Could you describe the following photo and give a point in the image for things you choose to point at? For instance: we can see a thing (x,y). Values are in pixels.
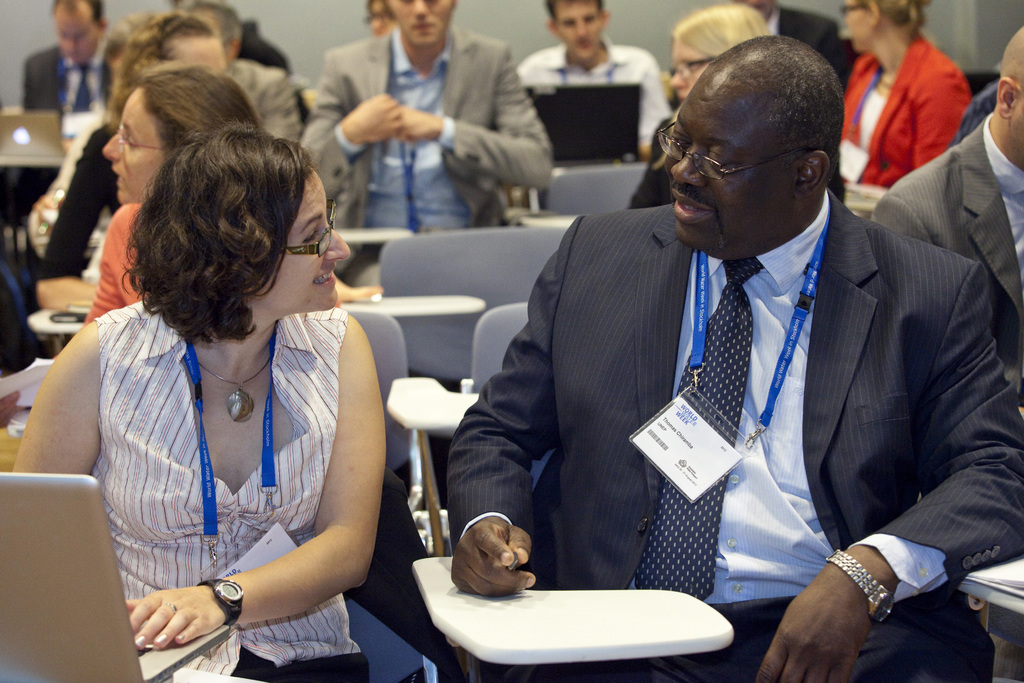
In this image there are group of persons (569,359) sitting in the chairs (495,364) discussing about something at the left side of the image (293,474) there is a woman (239,536) wearing white color dress (296,449) talking to the person (568,308) who is sitting on the right side of the image (885,385) wearing black color suit (875,416).
